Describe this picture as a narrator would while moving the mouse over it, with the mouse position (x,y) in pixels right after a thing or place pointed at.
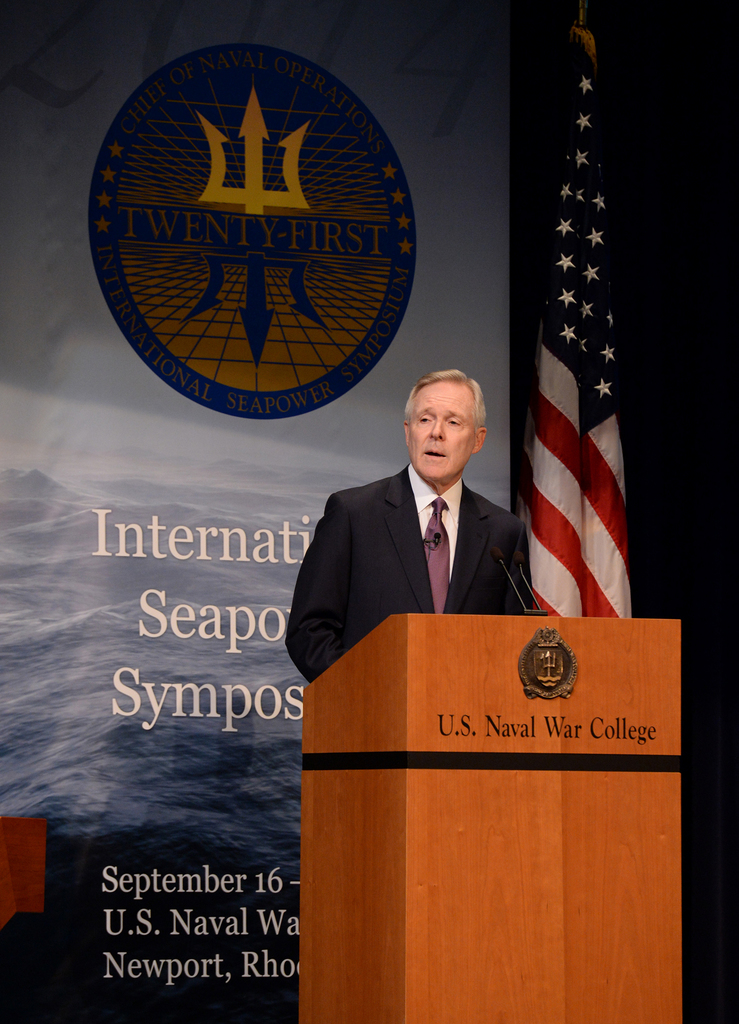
In this picture we can see a man (334,657) wearing a blazer (378,525), tie (444,507) and standing at the podium (540,766), mics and at the back of him we can see a banner (261,233), flag (576,190).
